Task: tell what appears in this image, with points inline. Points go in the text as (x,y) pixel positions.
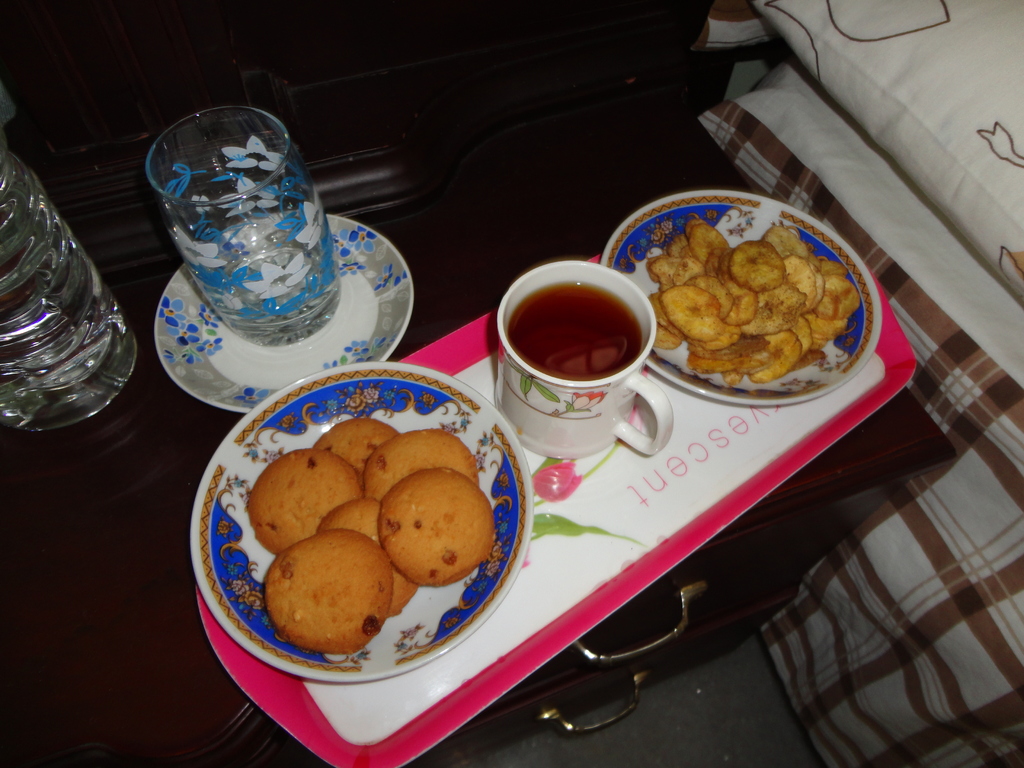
In this image we can see some food (730,372) in the plates (743,393) and a cup (621,380) with liquid (582,370) in it which are placed on the cupboard (228,418). We can also see a glass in a saucer (190,367) and a bottle (96,375) beside it. On the right side (989,493) we can see the bed (967,394) with a pillow (967,223) on it.
